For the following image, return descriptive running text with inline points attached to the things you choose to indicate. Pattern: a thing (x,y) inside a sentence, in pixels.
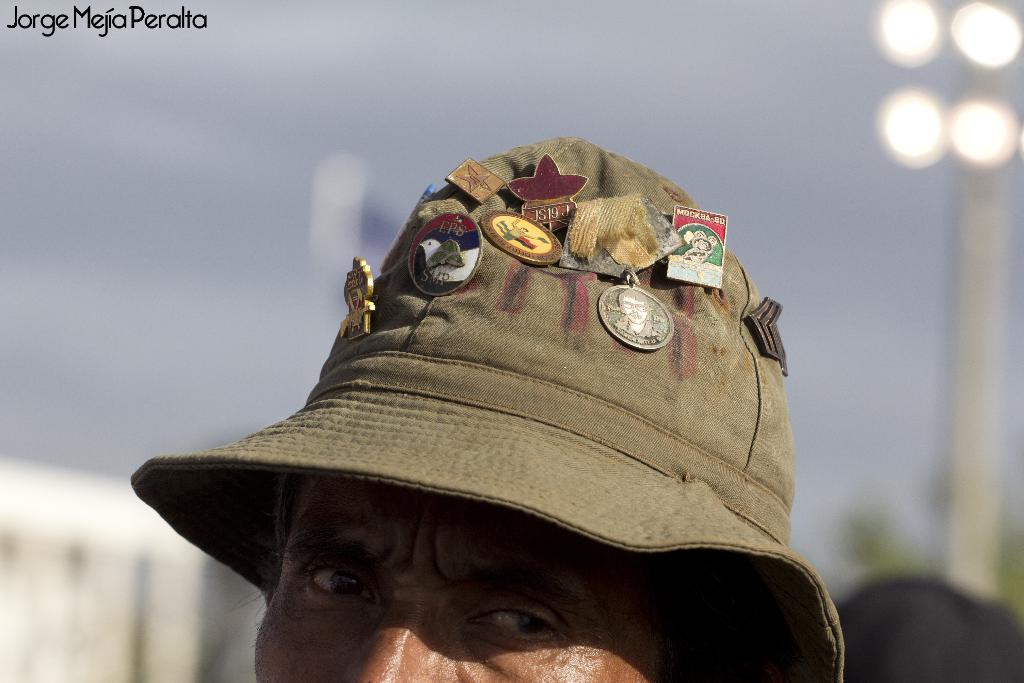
There is a person (375,551) wore hat (662,358), on this hat (529,333) we can see pins (452,253). In the background (9,262) it is grey color. Top left of the image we can see text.
